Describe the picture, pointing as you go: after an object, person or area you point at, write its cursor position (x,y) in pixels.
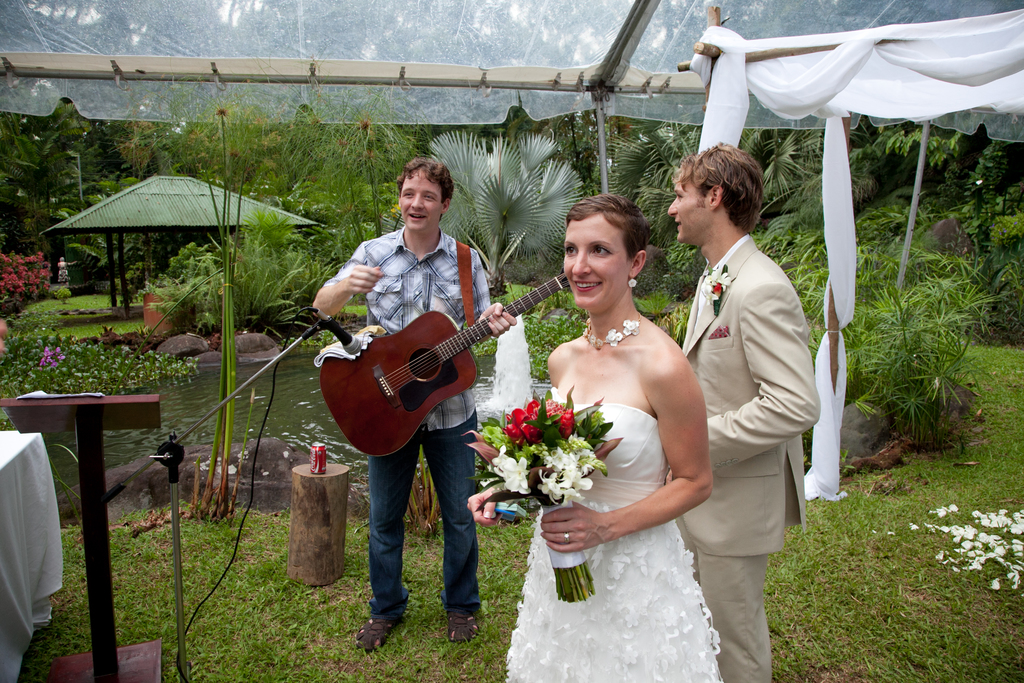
In this image there is a woman (580,263) standing and holding a bouquet (483,442), another man (407,301) standing and holding a guitar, another man (771,390) standing beside a woman (633,646), and at back ground (162,566) there is grass (192,548), tin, trunk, plants (35,362), water (335,454), flowers (975,516), tree (30,217), cloth (769,68).
